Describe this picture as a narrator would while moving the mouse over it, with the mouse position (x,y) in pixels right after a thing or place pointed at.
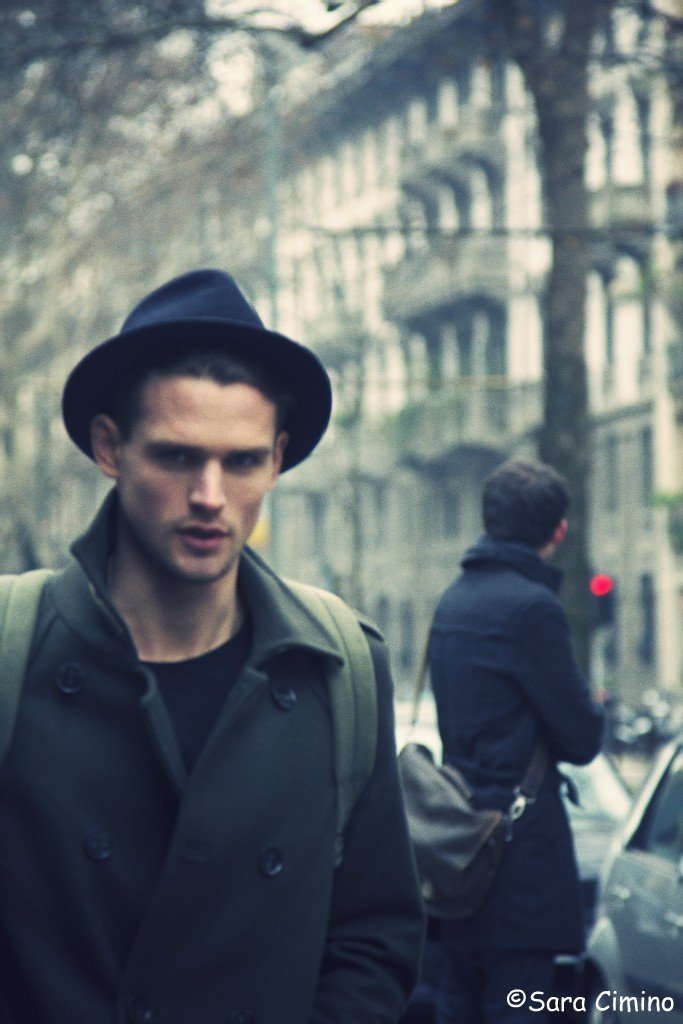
In the foreground of this picture (243,562), there is a man (228,766) in dark green coat (223,815) and in the background (468,671), we can see a man (482,659) with bag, vehicle (662,799) on road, a traffic signal pole (613,597), a building (531,336), tree (580,611) and the sky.
